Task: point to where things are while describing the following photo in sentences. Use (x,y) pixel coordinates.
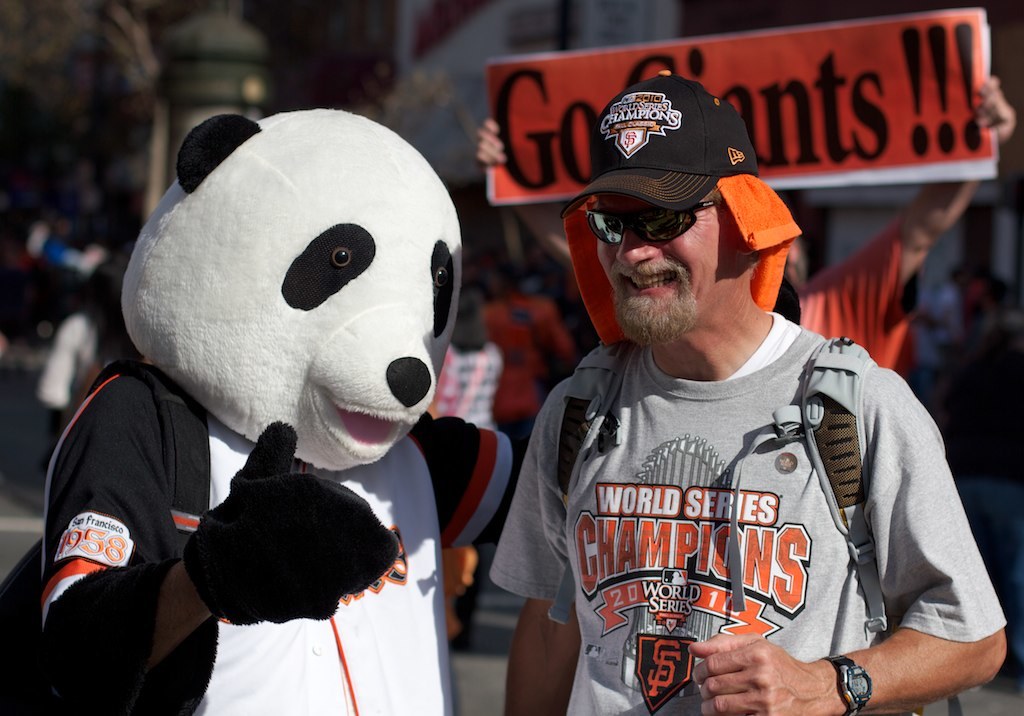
In this picture we can see a man (615,635) wore a cap (650,208), goggles (686,218), watch (857,673) and carrying a bag (835,381) and smiling and beside him we can see a person (181,611) wore a costume (312,162) and at the back of them we can see a banner (948,54), trees (142,47), some objects (182,60) and a group of people (103,292) on the road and it is blurry.
